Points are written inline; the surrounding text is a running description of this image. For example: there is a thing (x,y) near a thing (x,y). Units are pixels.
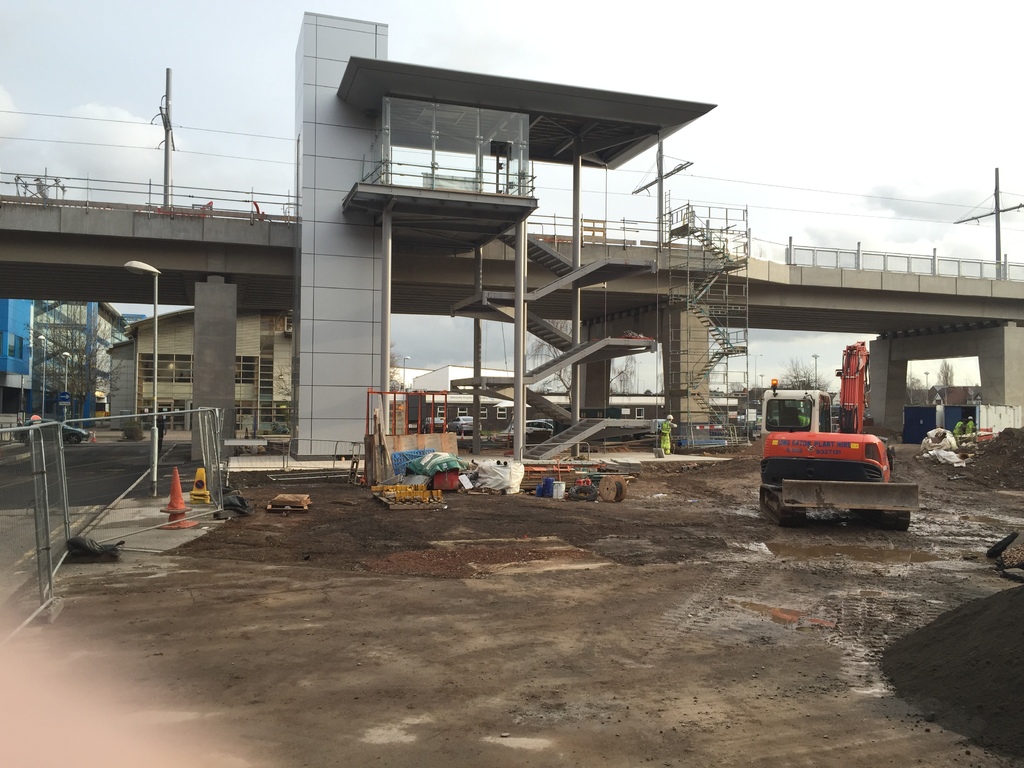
This is completely an outdoor picture. On the background (248,364) we can see buildings (183,378) and a bare tree (542,358). At the top of the picture (676,68) we can see sky (245,43) with clouds (875,231). This is a bridge (86,246) which is under construction. This is a excavator (792,521). This is a mud (954,668).
